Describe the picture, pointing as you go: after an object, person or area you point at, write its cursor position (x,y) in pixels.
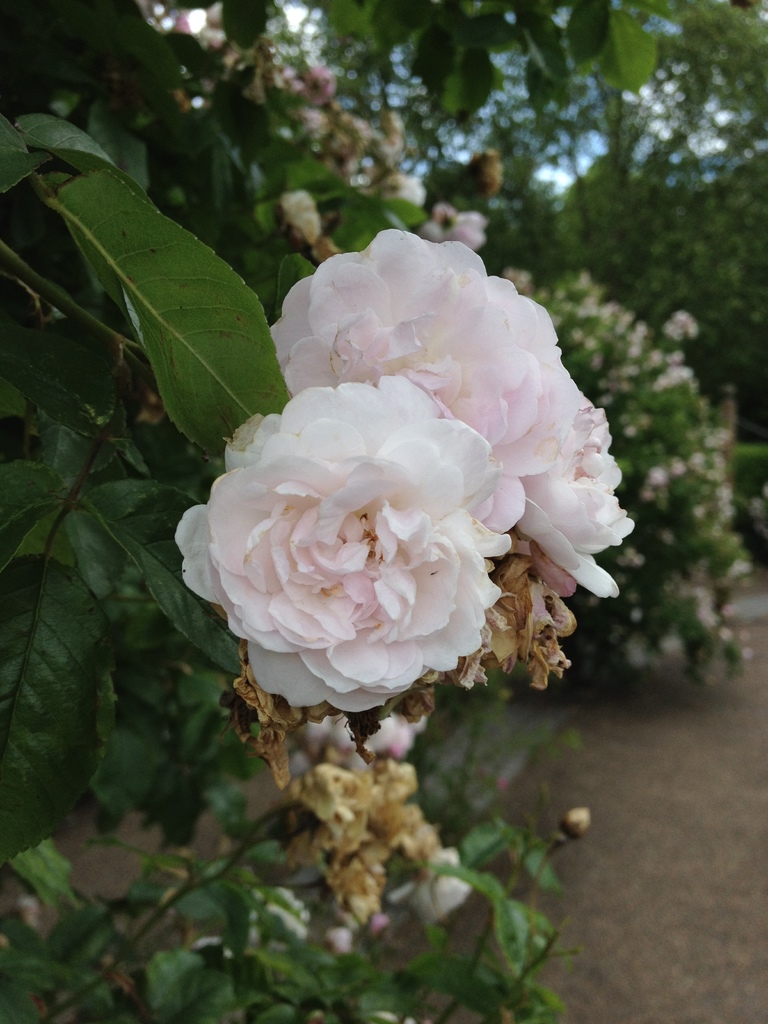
Here we can see plants (211,128) with flowers (329,619). In the background (516,150) there are trees (641,191).
